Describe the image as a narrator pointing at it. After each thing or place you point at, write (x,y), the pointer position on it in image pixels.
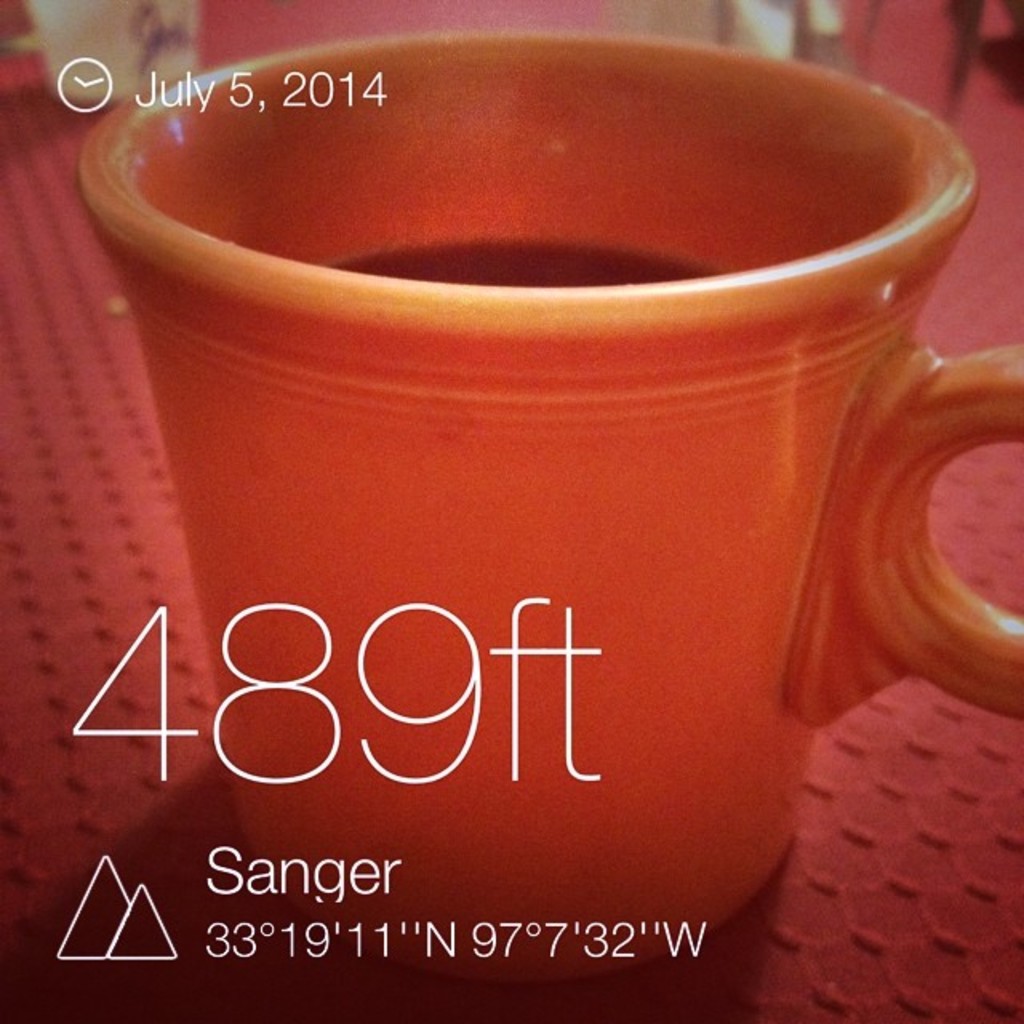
This image consist of a coffee cup (426,598). It is in red color kept on a table (48,603), which is covered with a red cloth (67,631). In the front (261,679), there is a text (221,861). At the top left (242,83), there is date (245,95).
